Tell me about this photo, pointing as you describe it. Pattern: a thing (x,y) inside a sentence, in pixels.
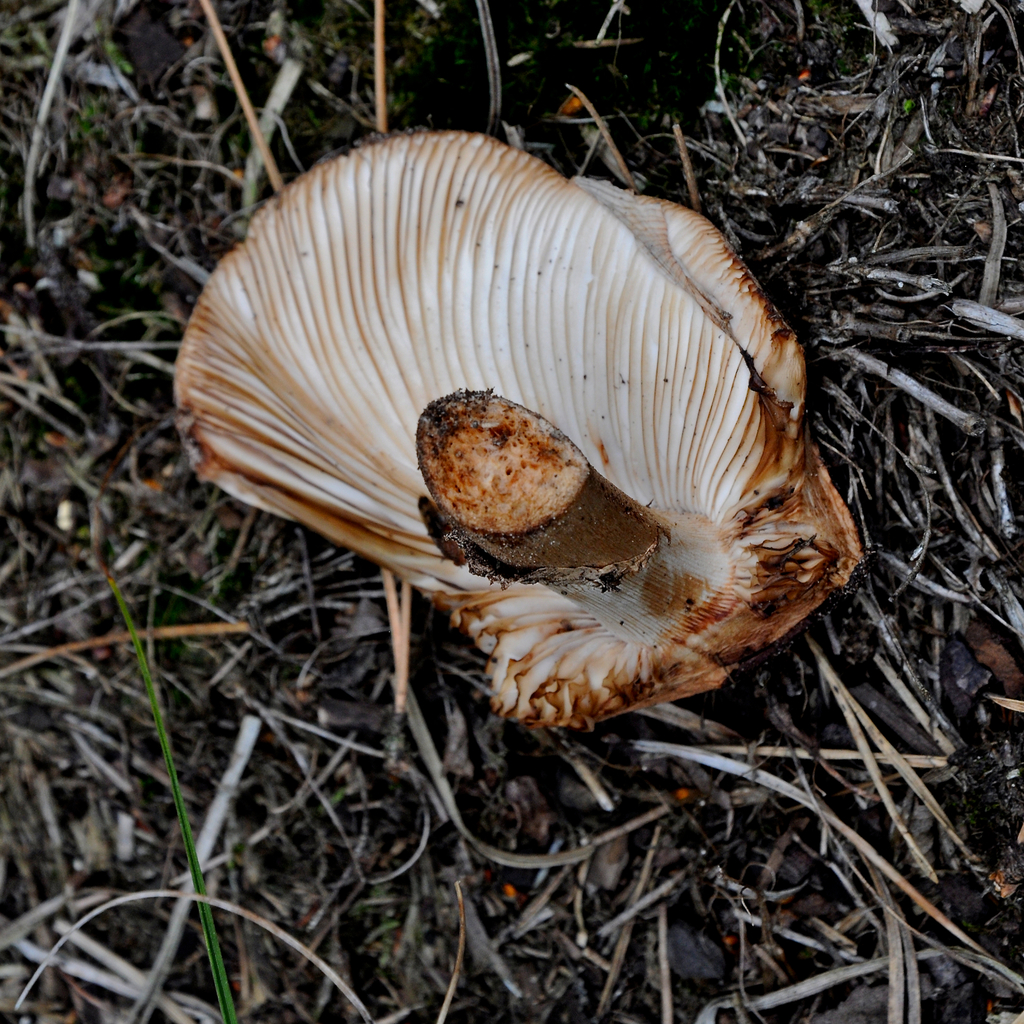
In this image I can see a white colour mushroom (399,233) on the ground (992,360).
